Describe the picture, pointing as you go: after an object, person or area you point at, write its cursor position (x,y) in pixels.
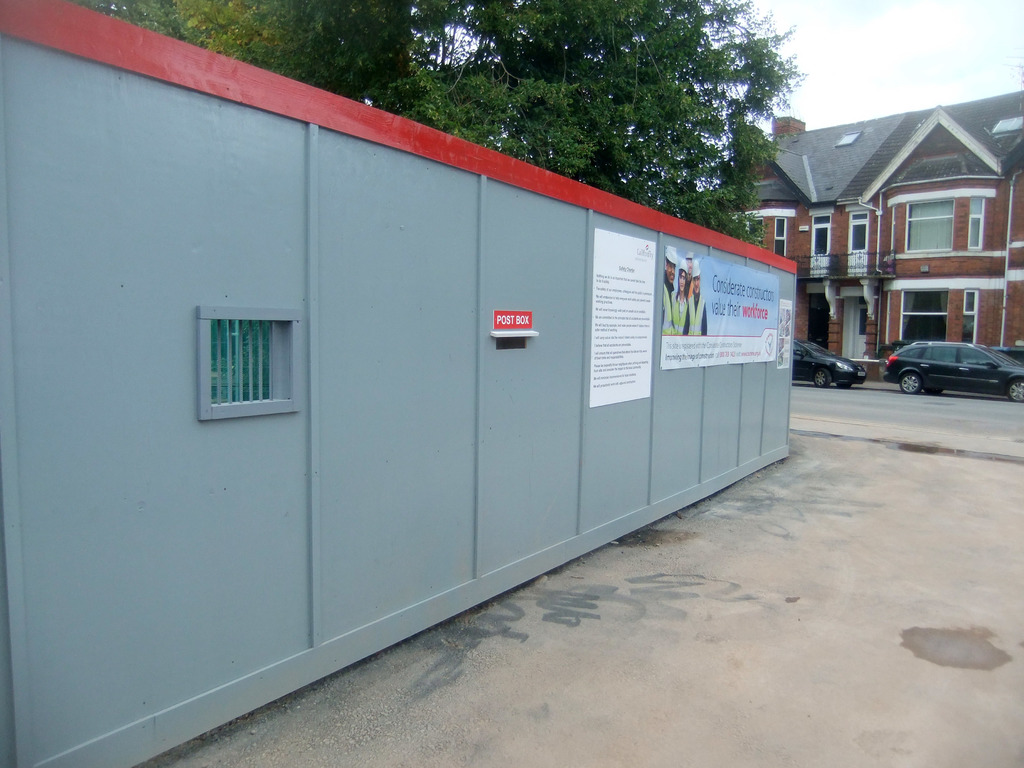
In the middle of the image (551,379) we can see a wall (583,302), on the wall (577,310) there are some banners (752,275) and sign board (501,327). Behind the wall (539,315) there are some trees (535,109). On the right side of the image (1014,367) there are some vehicles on the road (1009,434). Behind the vehicles (828,348) there is a building (969,118). In the top right corner of the image (841,107) there is the sky (795,13).
